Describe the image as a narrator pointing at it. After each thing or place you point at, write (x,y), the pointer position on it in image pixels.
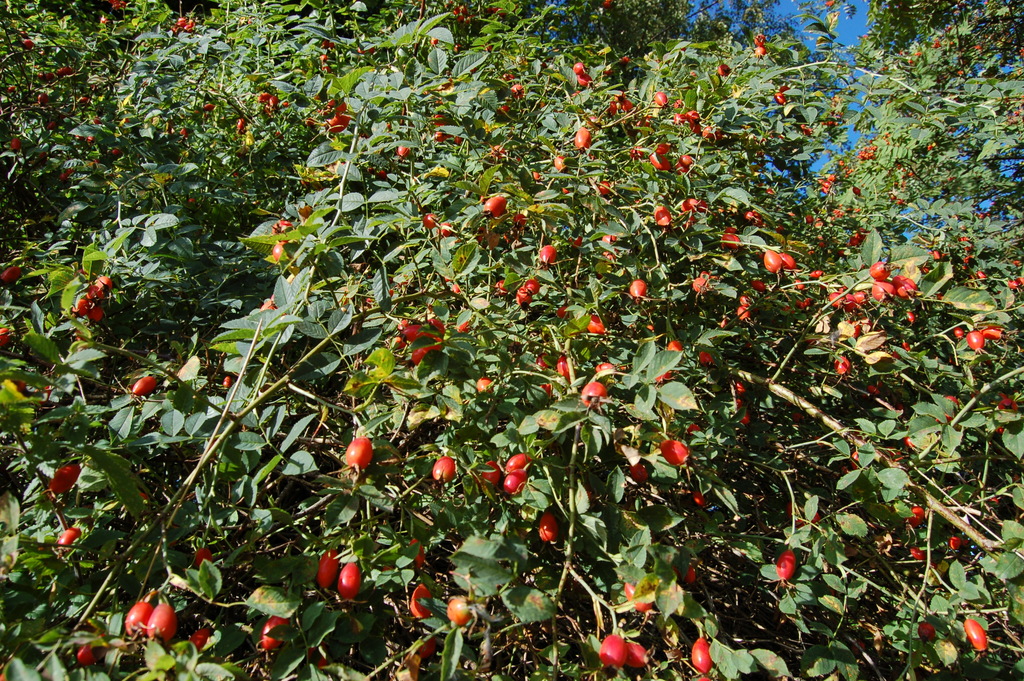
In the image there are many rosehip fruits (327,558) to the branches (325,278).
